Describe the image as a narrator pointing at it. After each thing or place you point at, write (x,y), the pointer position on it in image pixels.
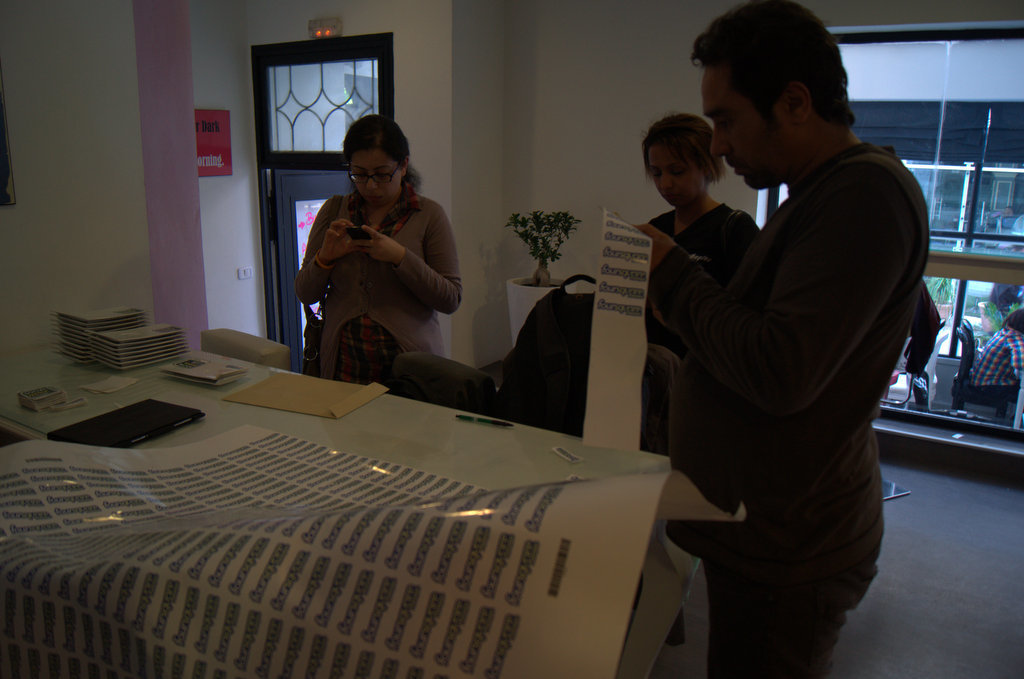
It is a picture there is a big table (629,457), on the table (444,460) there are some stickers (338,529) and also a laptop (154,402) beside the table (175,396) there are three people (760,296) standing in the background (966,163) there is a window (971,195), a plant (569,225), a wall (524,101) and also a door (290,121).
